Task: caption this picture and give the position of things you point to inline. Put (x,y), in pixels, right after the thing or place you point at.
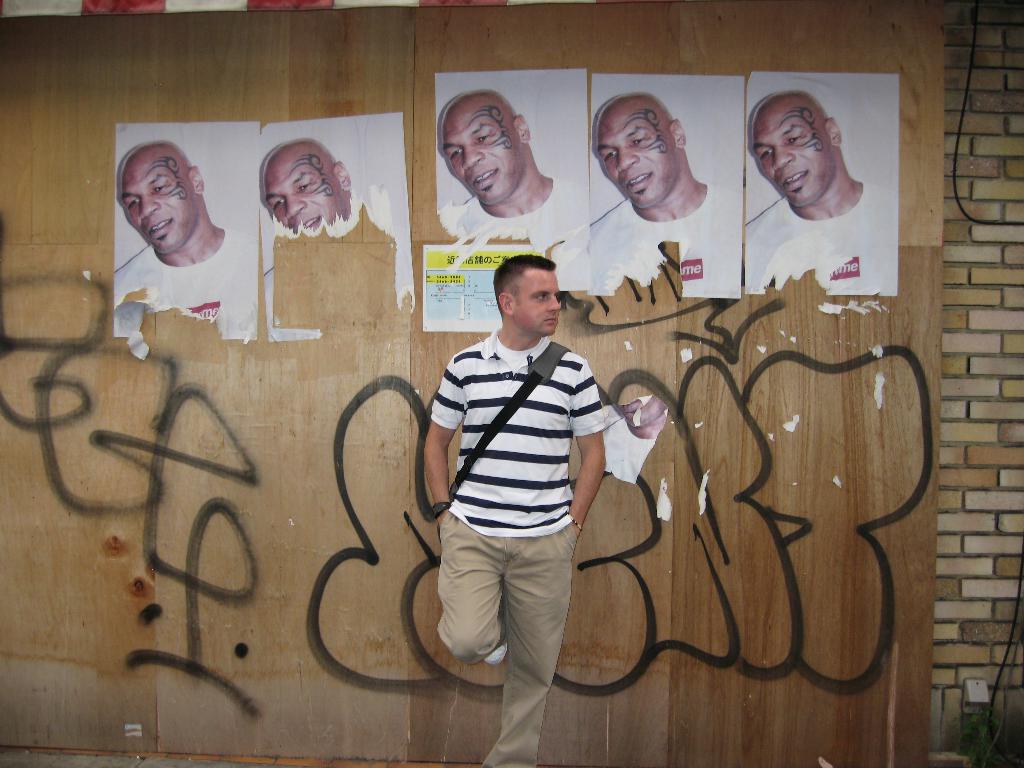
In this image there is a man (506,445) standing near the wall (394,573) by keeping one leg (451,563) on the wall (380,506). To the wall (301,277) there are photos (449,166) of a man (656,166). At the bottom (712,561) there is some drawing (823,530) on the wall (846,575).
